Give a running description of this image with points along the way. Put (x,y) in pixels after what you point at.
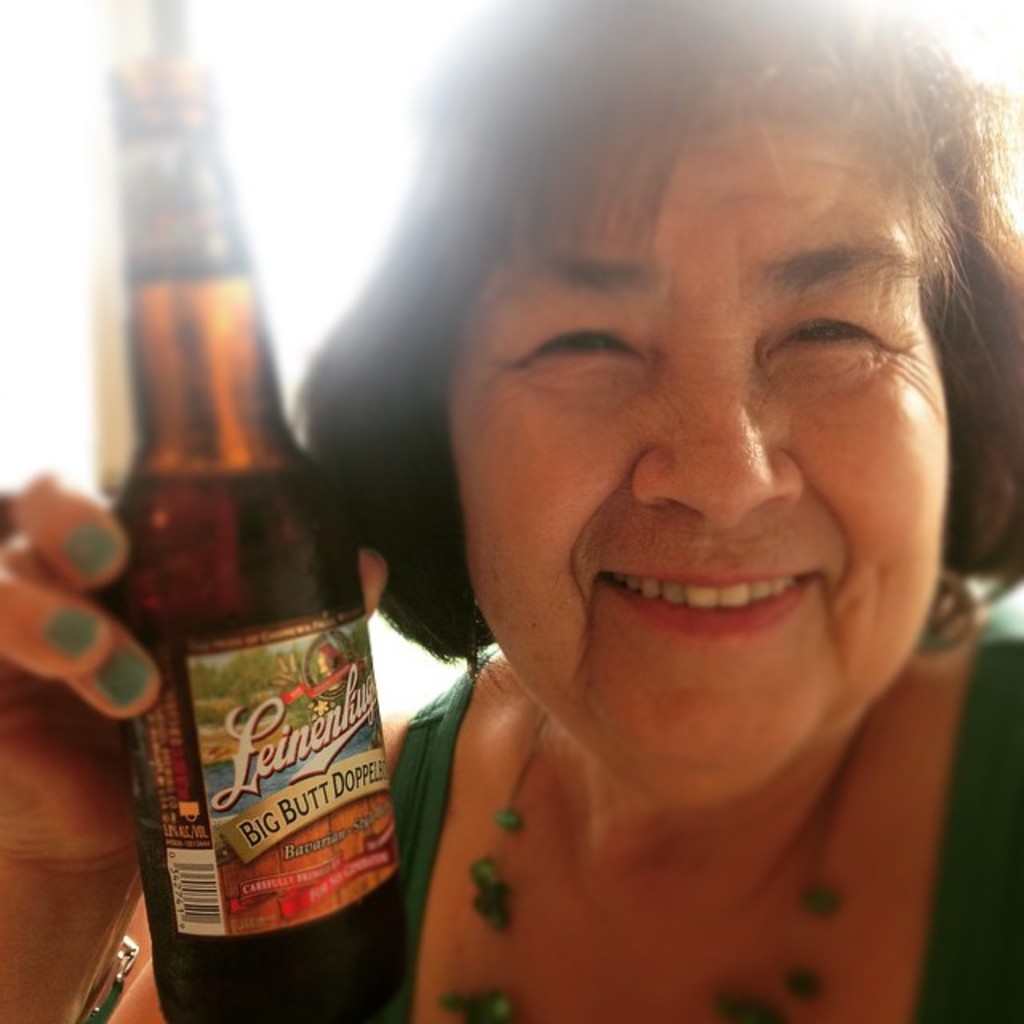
In this image there is a woman (533,424) smiling by holding a bottle (189,420) in her hand (22,604).
